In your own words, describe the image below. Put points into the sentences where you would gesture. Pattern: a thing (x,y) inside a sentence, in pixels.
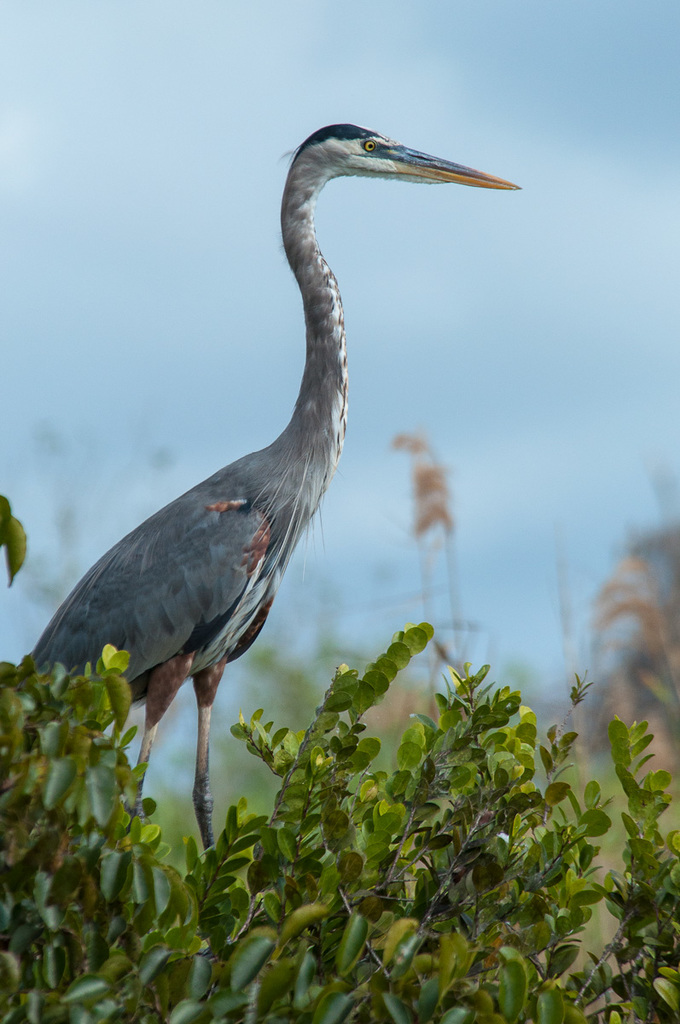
In this image I can see there is a crane (269,521) in grey color. At the bottom (503,805) there are trees (344,897). At the top (553,83) it is the sky (582,74).
